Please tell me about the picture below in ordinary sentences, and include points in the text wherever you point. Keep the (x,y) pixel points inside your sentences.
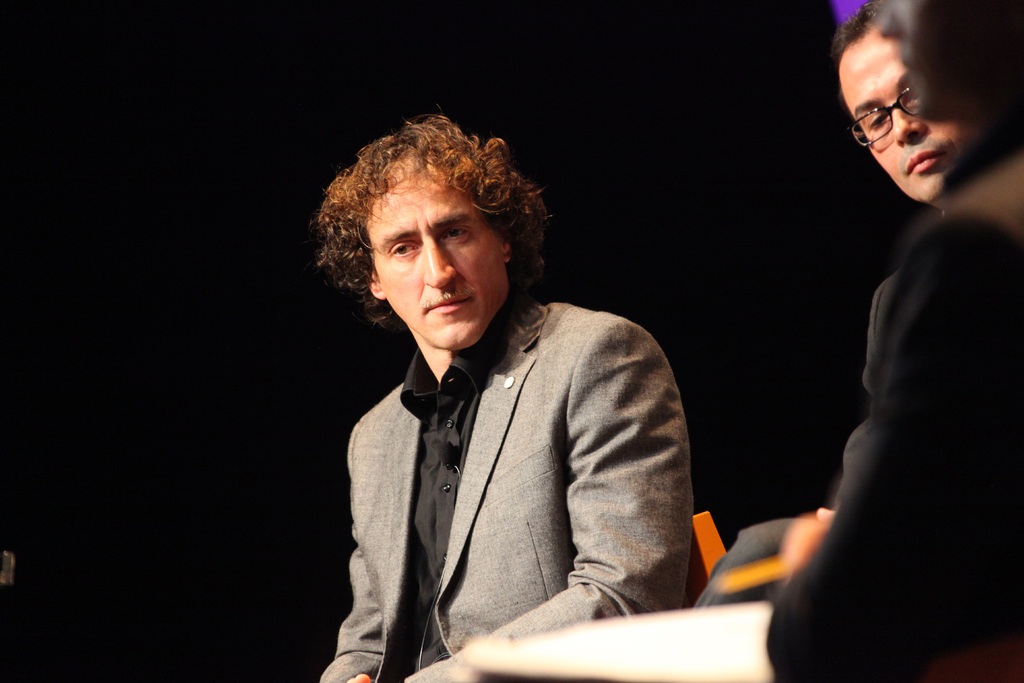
In this image, on the right side (833,623), we can see two persons (985,514). In the middle of the image (636,437), we can see a man (642,495) sitting on the chair (700,548). In the background (345,61), we can see black color.
